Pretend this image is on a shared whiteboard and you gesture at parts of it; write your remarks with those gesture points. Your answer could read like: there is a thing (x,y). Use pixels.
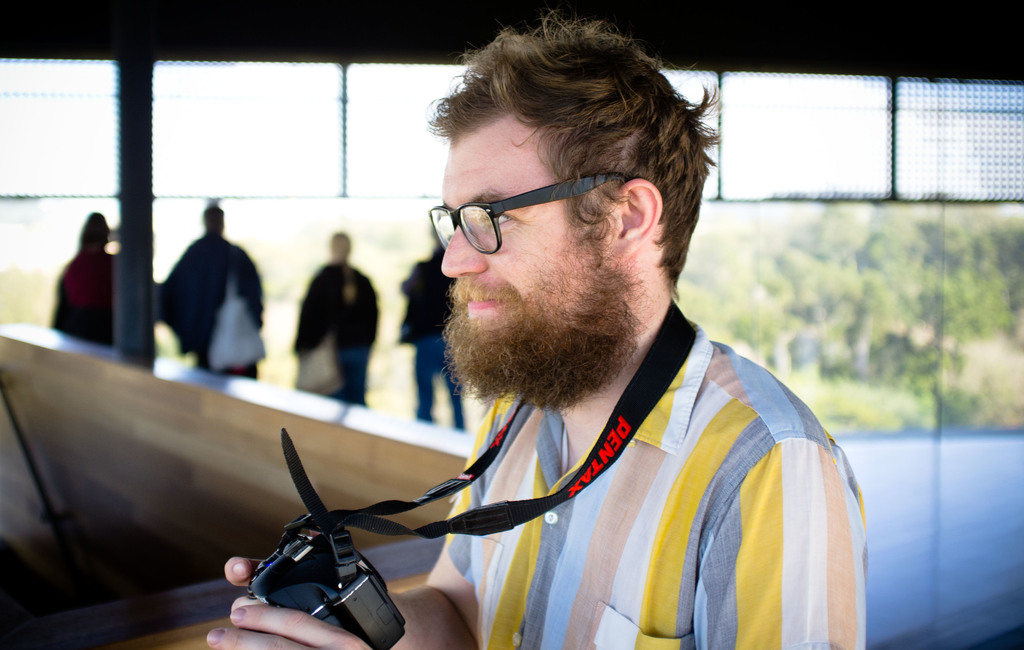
In this image there is a person (518,352) holding a camera (310,559) in his hand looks at something, behind the person (557,375) there are four other people (317,292) standing and looking through a glass wall (392,270), on the other side of the wall (825,264) there are trees (866,302).
